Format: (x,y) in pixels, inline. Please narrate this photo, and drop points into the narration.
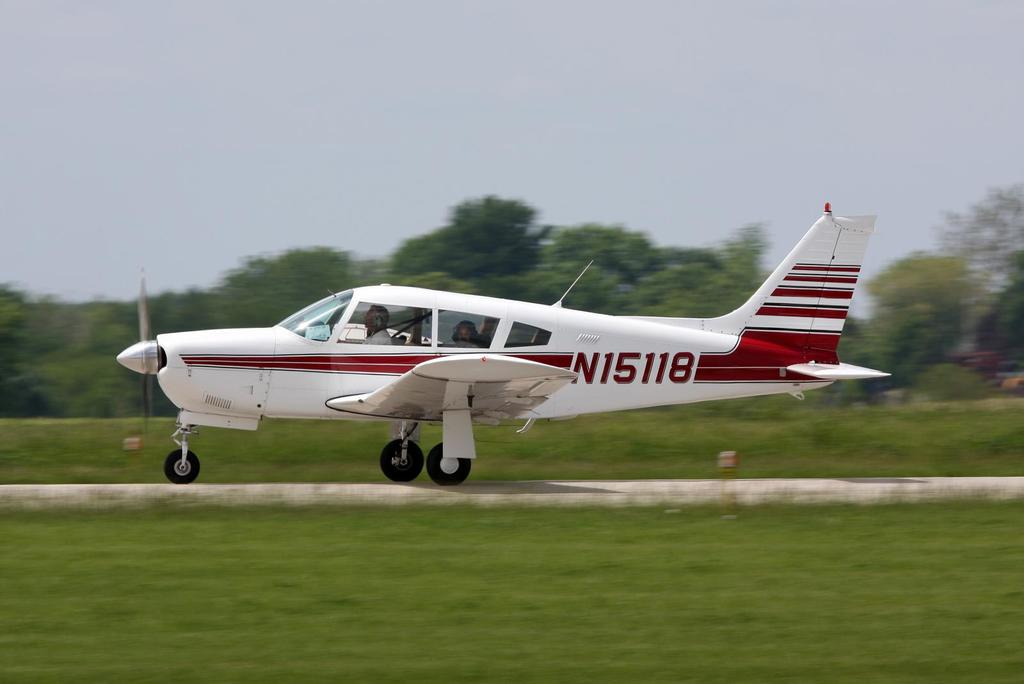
In this image in the center (536,376) there is an airplane (469,371), in the airplane (415,363) there are some persons (458,345). At the bottom (671,577) there is grass (956,531) and walkway (348,493), in the background (296,261) there are some trees (881,314) and at the top of the image (501,158) there is sky (375,158).
